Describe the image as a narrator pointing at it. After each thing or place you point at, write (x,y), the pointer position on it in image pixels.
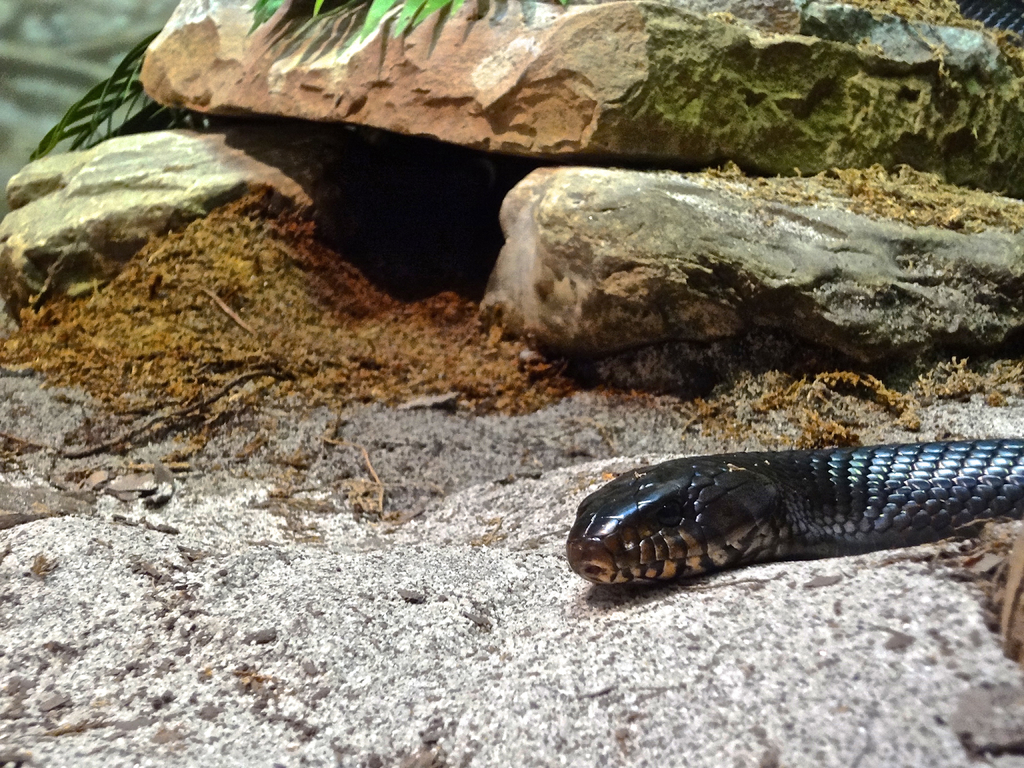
In this image, on the right side (1018,466), we can see a snake (1021,454) which is on the land (889,559). In the background (761,104), we can see some rocks (406,70), leaves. At the bottom (472,518), we can see a land (301,592) with some stones (1020,736).
